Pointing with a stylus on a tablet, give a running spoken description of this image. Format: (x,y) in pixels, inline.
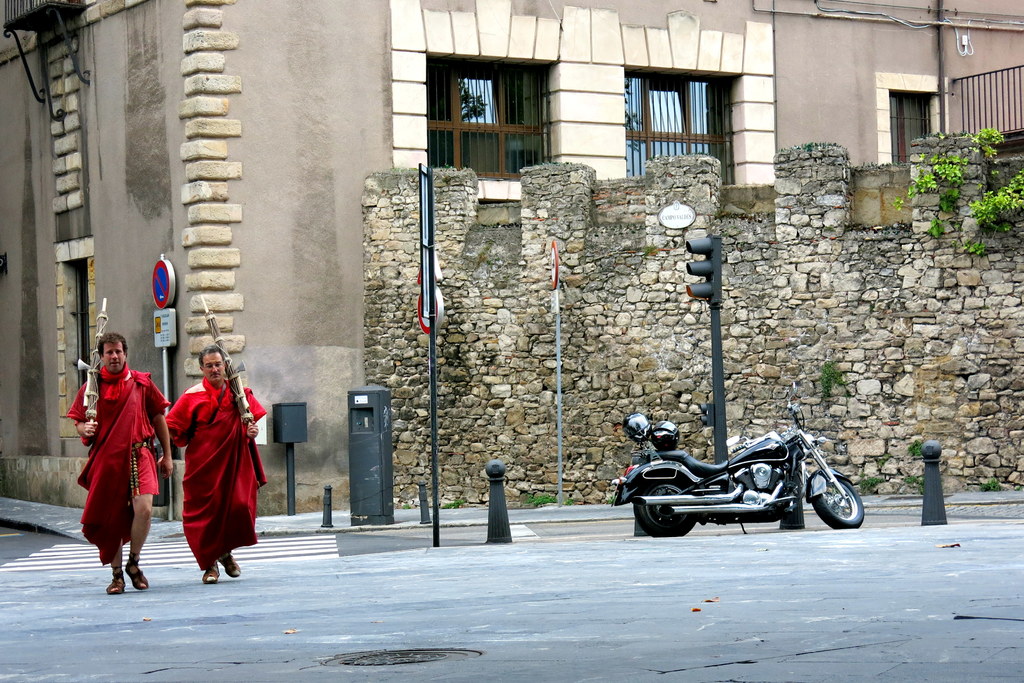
On the left side of the image (148,463), we can see two people (104,514) are walking and holding some objects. At the bottom (817,583), there is a road (584,626). Here we can see vehicle (666,505) is parked and few poles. Background (638,317) we can see stone wall (647,263), house (330,150), glass windows (913,106), railing (958,94), sign boards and plants (939,164). Here we can see few objects (365,468).
